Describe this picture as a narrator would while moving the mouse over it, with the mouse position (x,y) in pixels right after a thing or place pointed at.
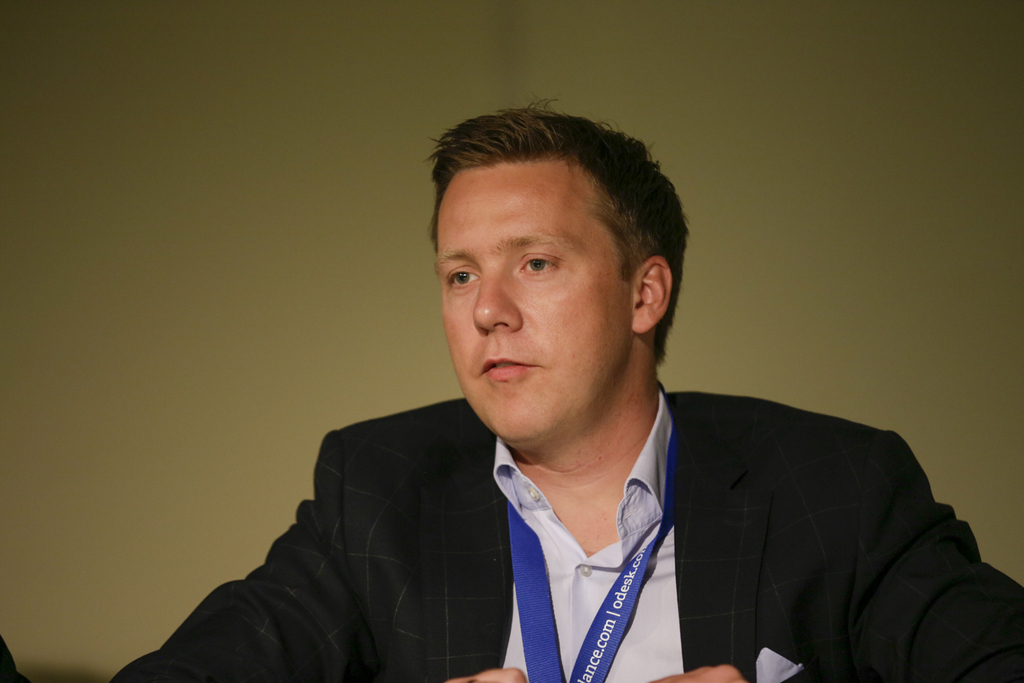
As we can see in the image there is a wall (268,322) and in the front (554,490) there is a man (535,581) wearing black color jacket (511,598).
